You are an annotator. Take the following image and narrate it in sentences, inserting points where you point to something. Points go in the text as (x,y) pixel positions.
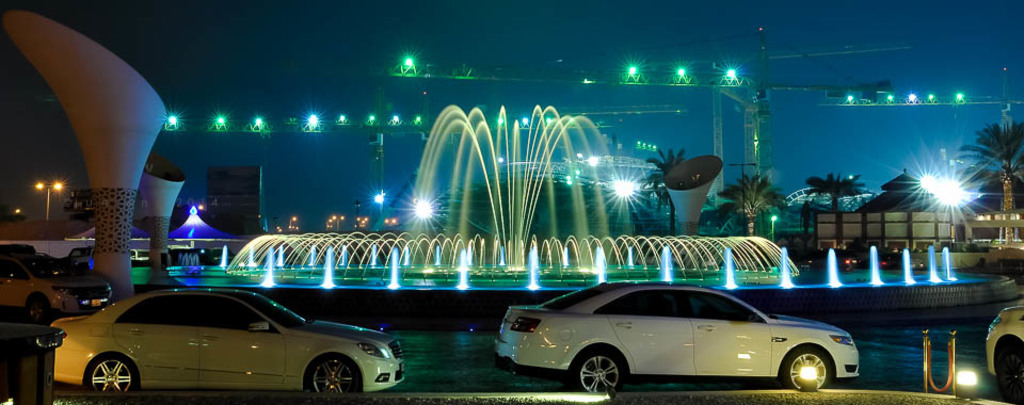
In this image we can see some cars (362,355) which are parked on road (701,376) and we can see water fountain (549,274) in which there are some lights (326,274) and in the background of the image (919,202) there are some trees (769,204), houses (952,212) and cranes (430,75).
